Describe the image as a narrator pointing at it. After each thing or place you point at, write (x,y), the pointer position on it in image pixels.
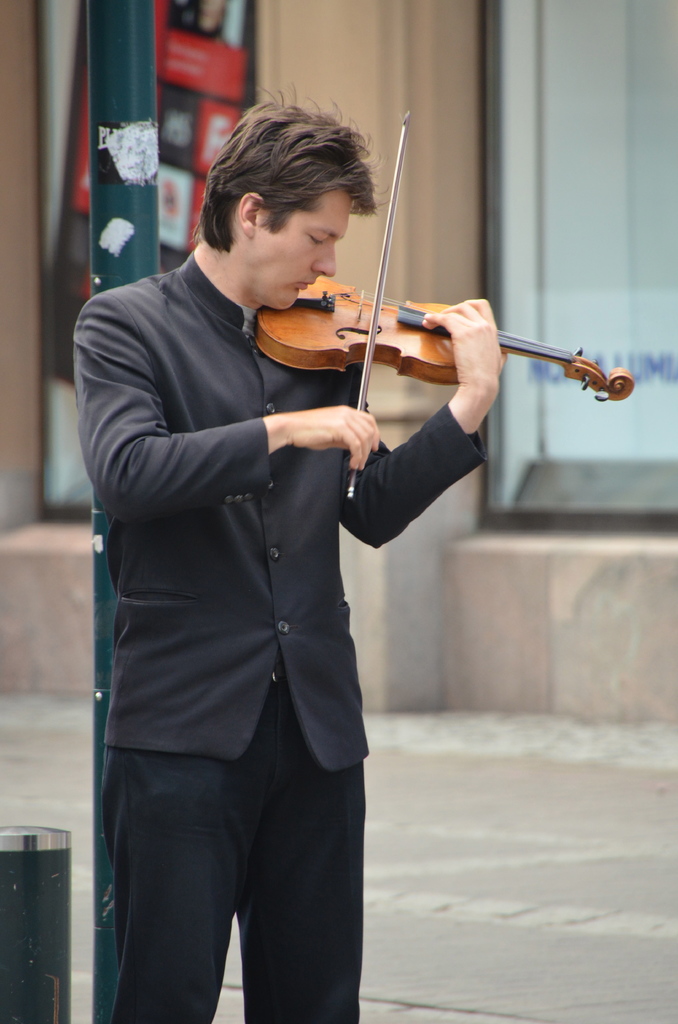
He is standing and he's playing a violin (312,289).
